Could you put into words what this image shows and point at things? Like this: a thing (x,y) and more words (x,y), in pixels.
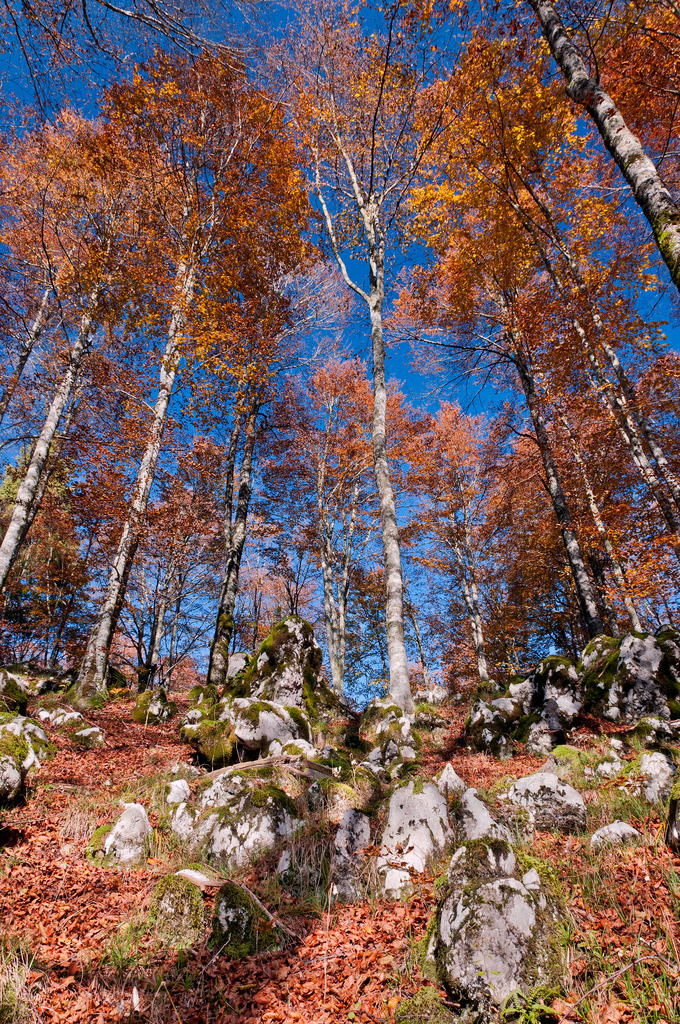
In this picture I can observe some trees (154,101) and rocks (273,818) on the ground (104,814). I can observe some dried leaves (116,915) on the land (286,846). In the background (390,360) I can observe sky (286,364).
